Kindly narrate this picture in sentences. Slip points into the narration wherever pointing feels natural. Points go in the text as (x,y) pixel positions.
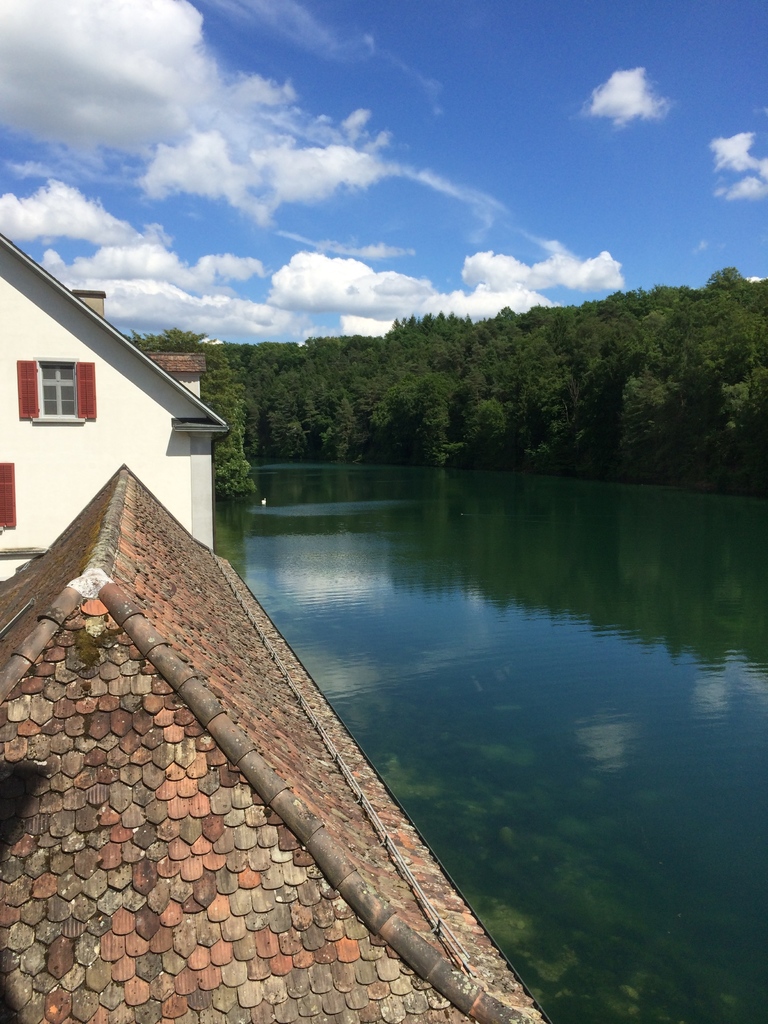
In this image I can see few houses (89,446), windows (61,400), water (589,645) and few green color trees (410,409). The sky (8,220) is in blue and white color.
